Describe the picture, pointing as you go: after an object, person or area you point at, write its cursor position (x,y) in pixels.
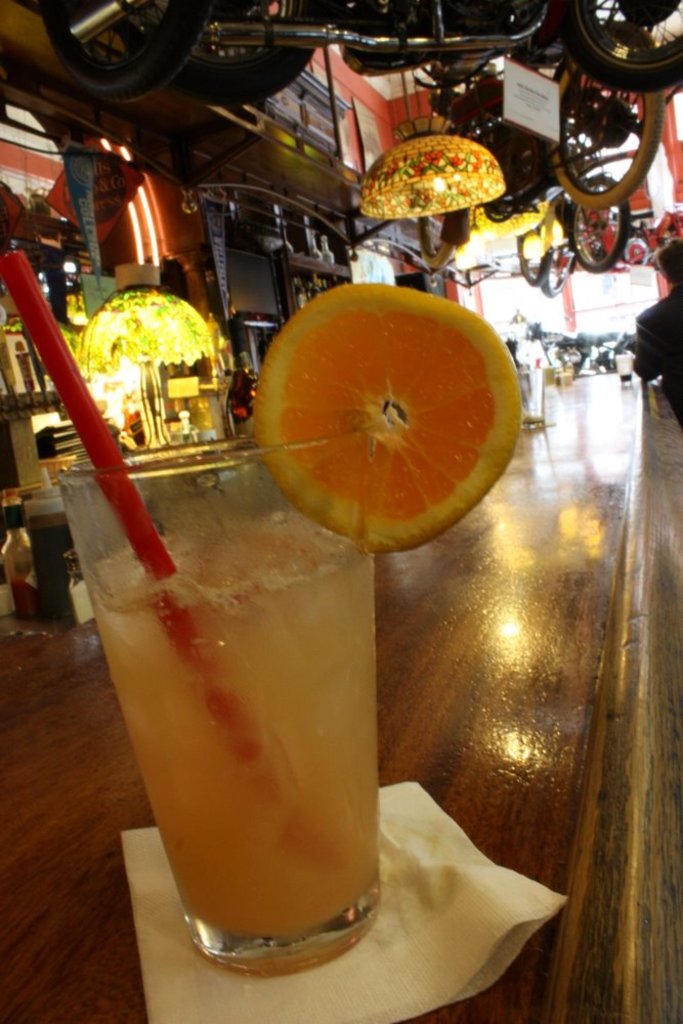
The picture is taken in a restaurant (89,340). In the foreground of the picture (523,587) there is a drink (306,645) served in a glass (206,506) placed on a table (82,886). In the background (327,286) there are motorcycles (228,69), bottles (182,430), glasses (536,406) and chandelier (449,165). On the right (660,335) there is a person (659,326).
